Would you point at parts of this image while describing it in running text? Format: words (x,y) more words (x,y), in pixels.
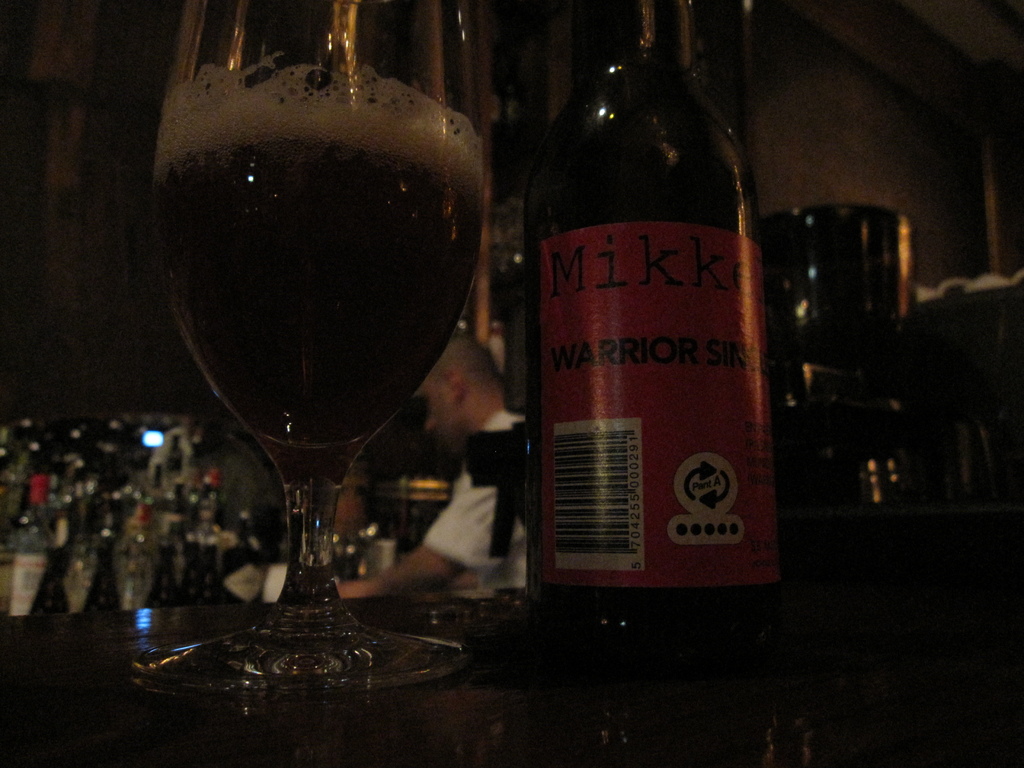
This picture shows few bottles (632,17) and a glass (420,91) with beer (380,422) and a person (522,501) standing.
